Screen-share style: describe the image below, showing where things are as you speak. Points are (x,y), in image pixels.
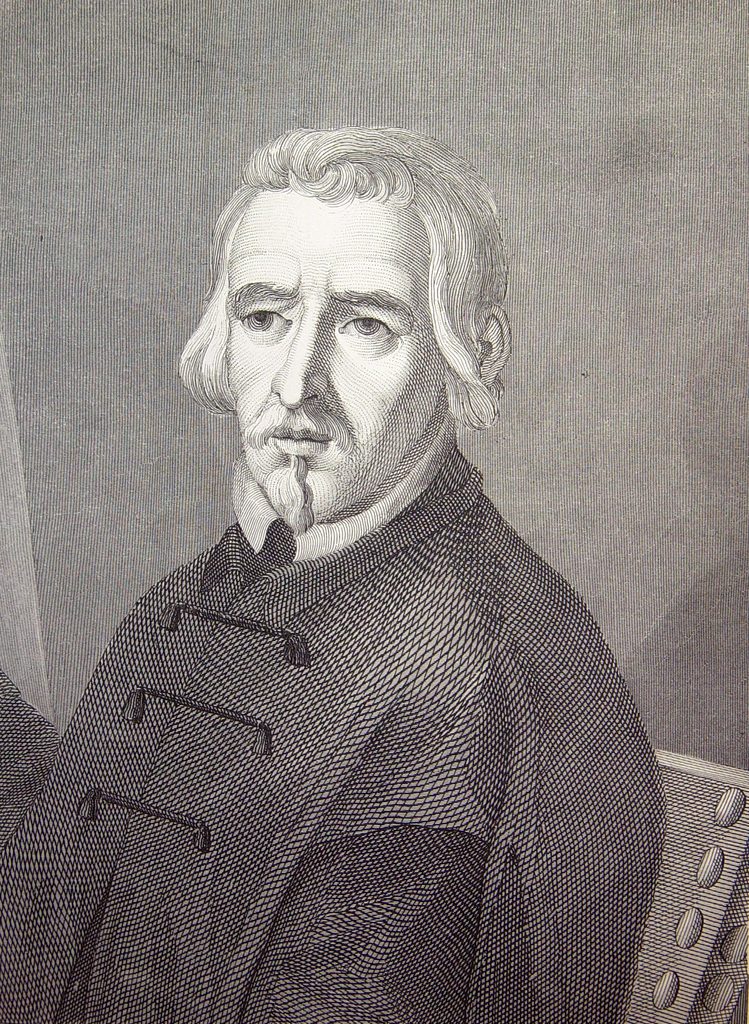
Sketch picture of a person (499,758). Background (233,171) there is a wall (191,424).
